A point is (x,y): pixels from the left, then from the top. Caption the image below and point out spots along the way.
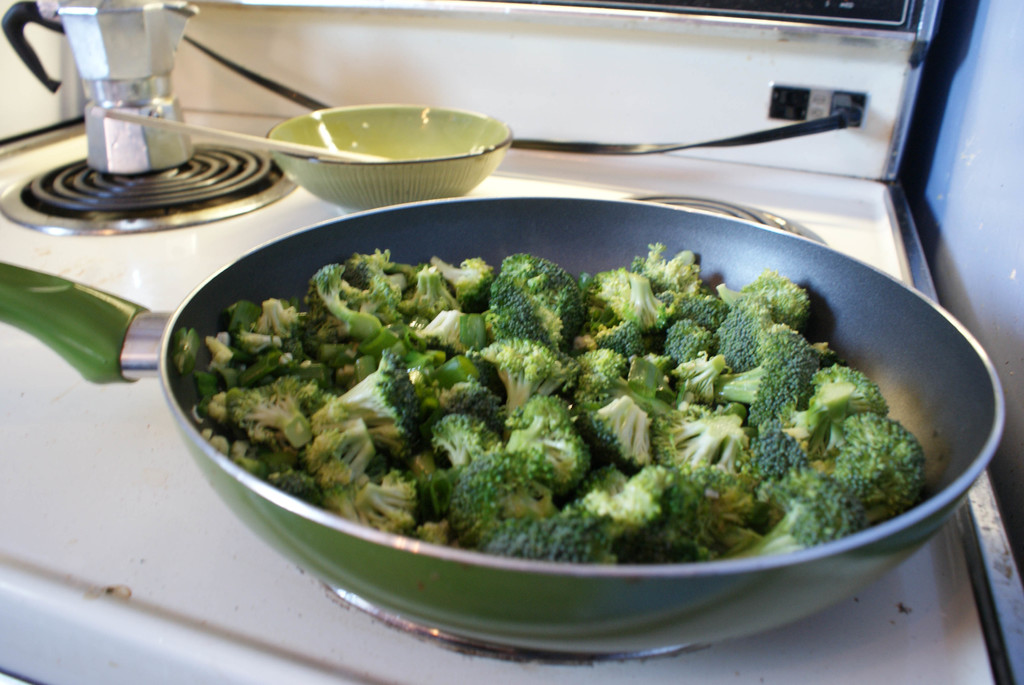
There are vegetable pieces (647,422) in a pan (745,278) on the stove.
